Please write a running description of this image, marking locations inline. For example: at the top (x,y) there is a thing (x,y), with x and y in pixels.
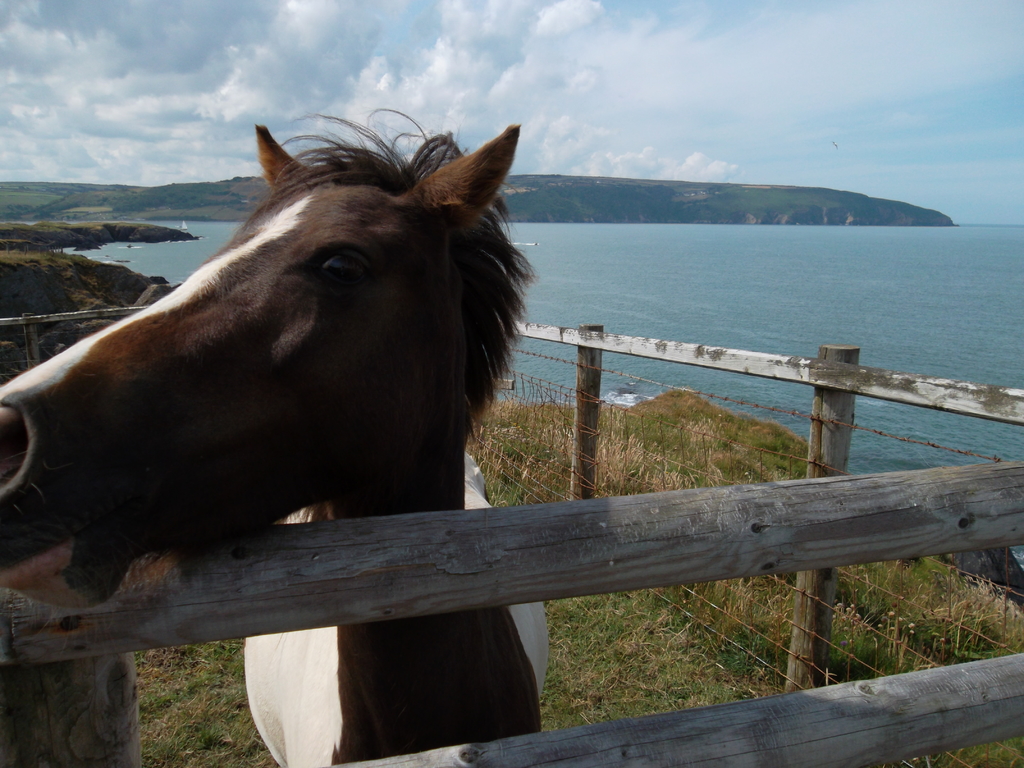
In this image, we can see a horse (326,401) inside the fencing (557,532). There is a sea (782,315) beside the hill (618,194). There is a sky (532,57) at the top of the image (513,62).
